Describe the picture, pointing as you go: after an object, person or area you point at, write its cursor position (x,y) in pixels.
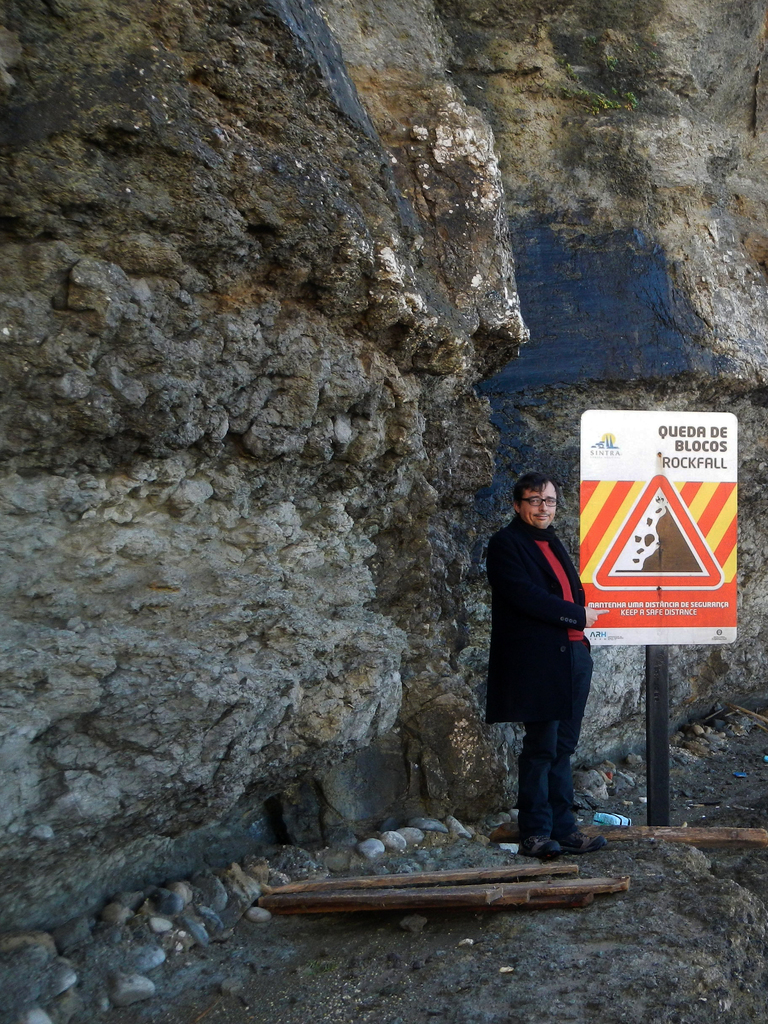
In this picture we can see a man (529,761) standing and showing signboard (606,584). This signboard (583,558) is on the pole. We can see few wooden objects (588,886) on the ground (304,936). We can see some rocks (367,185) in the background (700,282).
